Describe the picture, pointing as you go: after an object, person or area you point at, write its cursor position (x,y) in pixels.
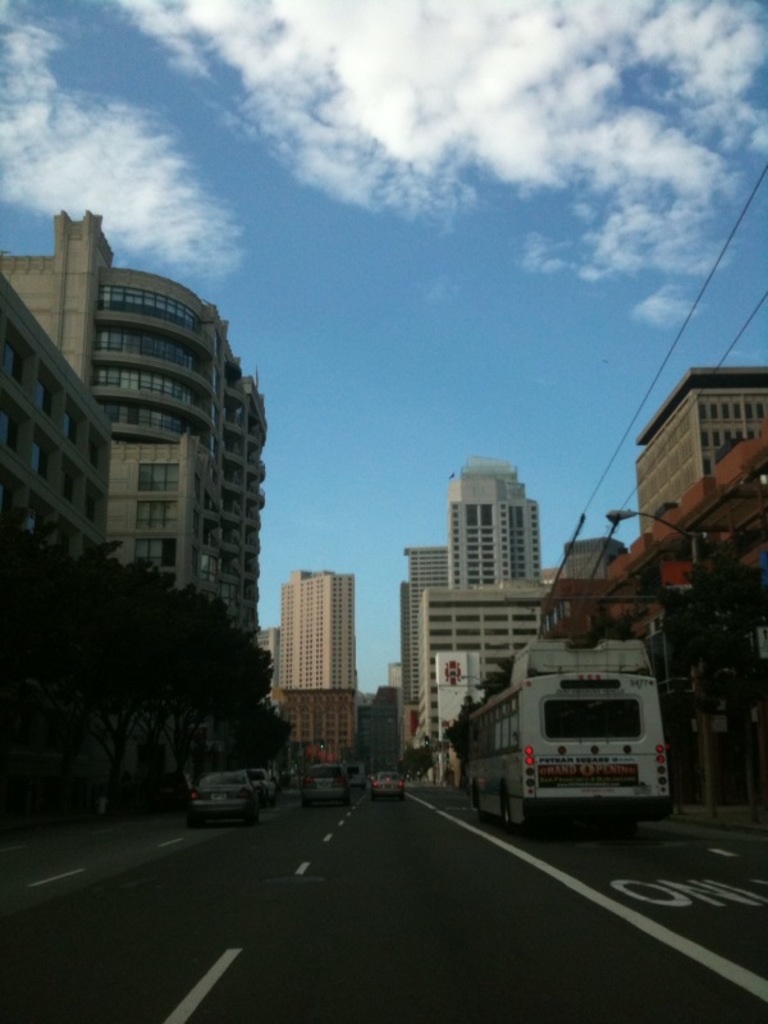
In this picture we can see bus (626,711), cars (206,796) and other vehicles (359,778) on the road (364,861). On the right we can see electric wires (588,504). in the background (183,466) we can see many buildings (755,531). On the left (138,617) we can see trees (133,688). On the top (387,169) we can see sky (440,192) and clouds (440,192).
